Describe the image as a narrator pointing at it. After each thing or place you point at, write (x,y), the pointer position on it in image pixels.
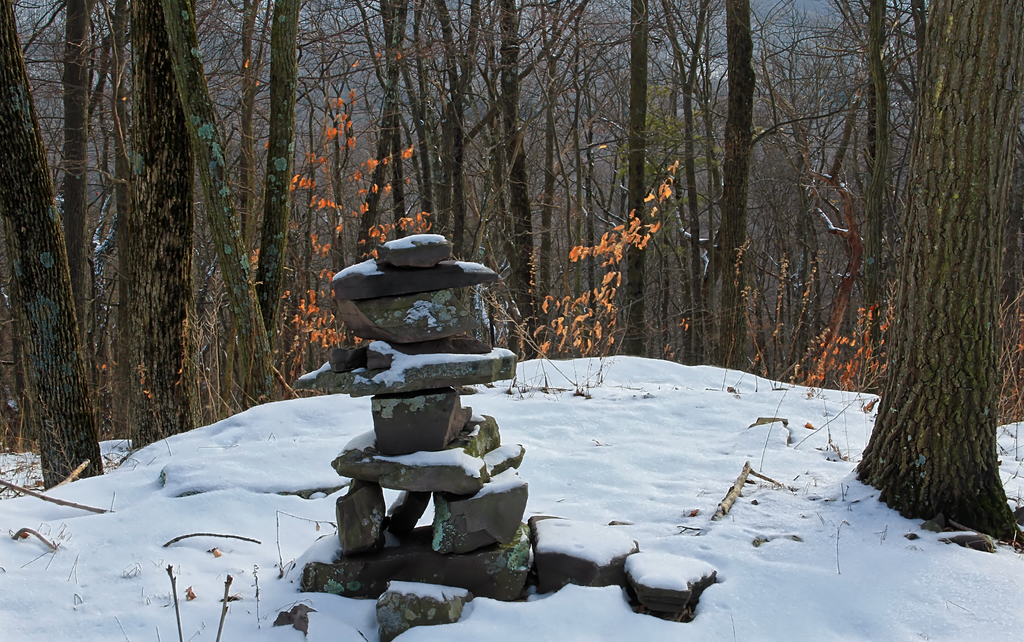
These are the rocks (494,579), which are arranged one on the other. I can see the trees (889,282). This is the snow (244,506).
